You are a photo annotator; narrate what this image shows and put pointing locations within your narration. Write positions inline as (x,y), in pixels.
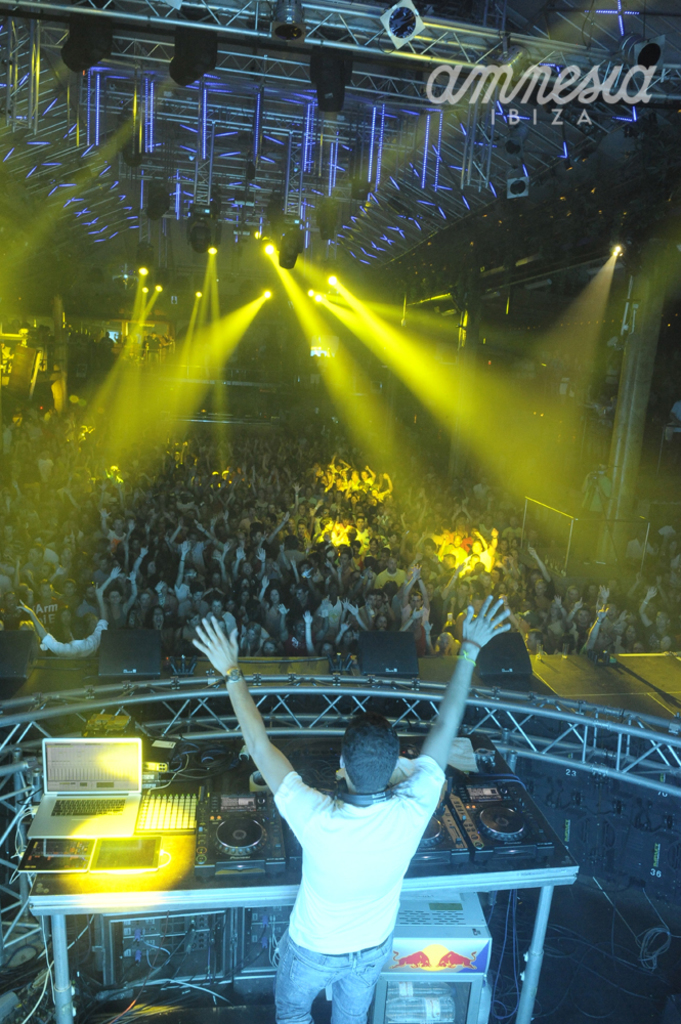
In this image we can see this person (409,845) is standing near the table (522,872) where we can see the laptop (48,792) and few electronic devices (134,854) are kept. Here we can see these people (331,605) are standing and we can see show lights (128,381) in the ceiling (398,142). Here we can see the watermark (535,112) at the top right side of the image (654,84).
